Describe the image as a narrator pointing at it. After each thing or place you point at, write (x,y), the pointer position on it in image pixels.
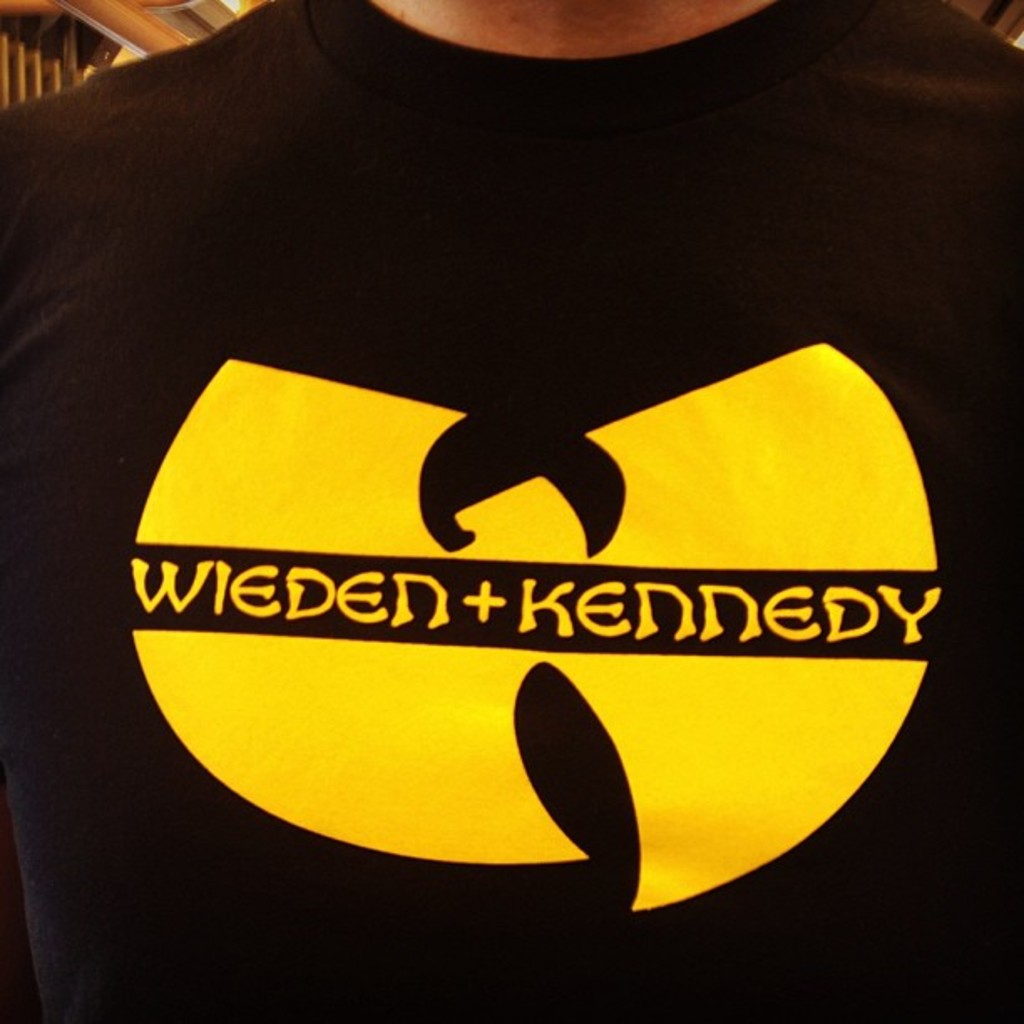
In this image, I can see a person (879,683) standing and wearing a black color t shirt (547,228) and there is something written on it.
